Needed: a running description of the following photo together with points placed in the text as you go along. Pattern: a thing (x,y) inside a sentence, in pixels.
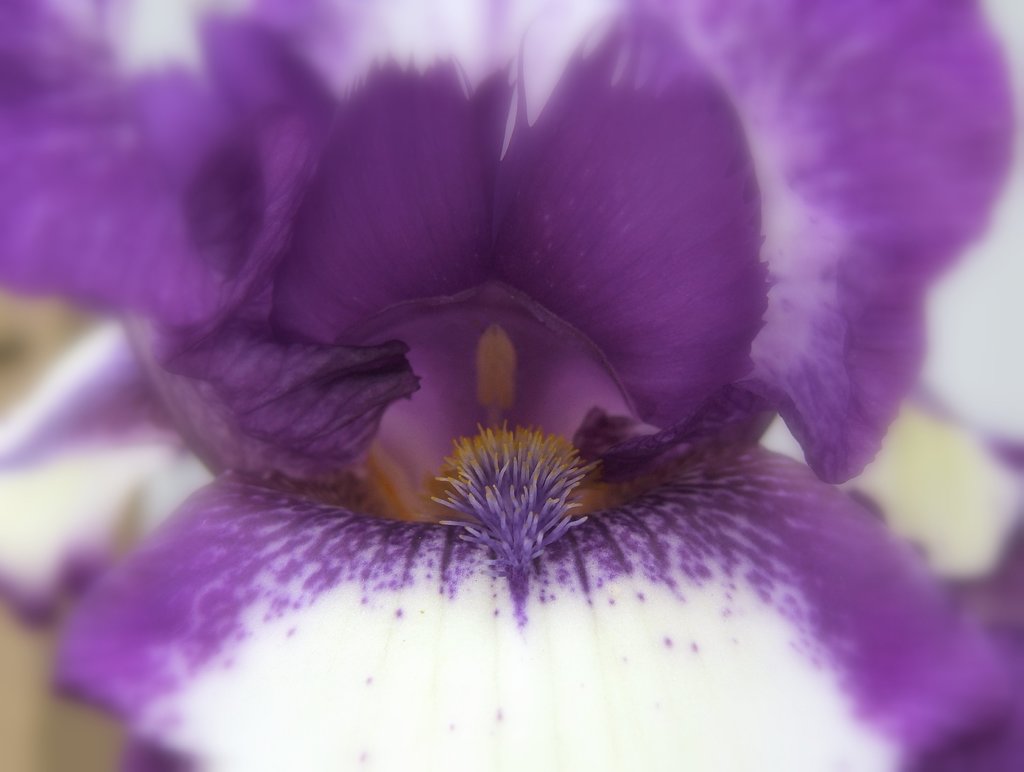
In this picture I can see a white and purple color flower (454,463).
